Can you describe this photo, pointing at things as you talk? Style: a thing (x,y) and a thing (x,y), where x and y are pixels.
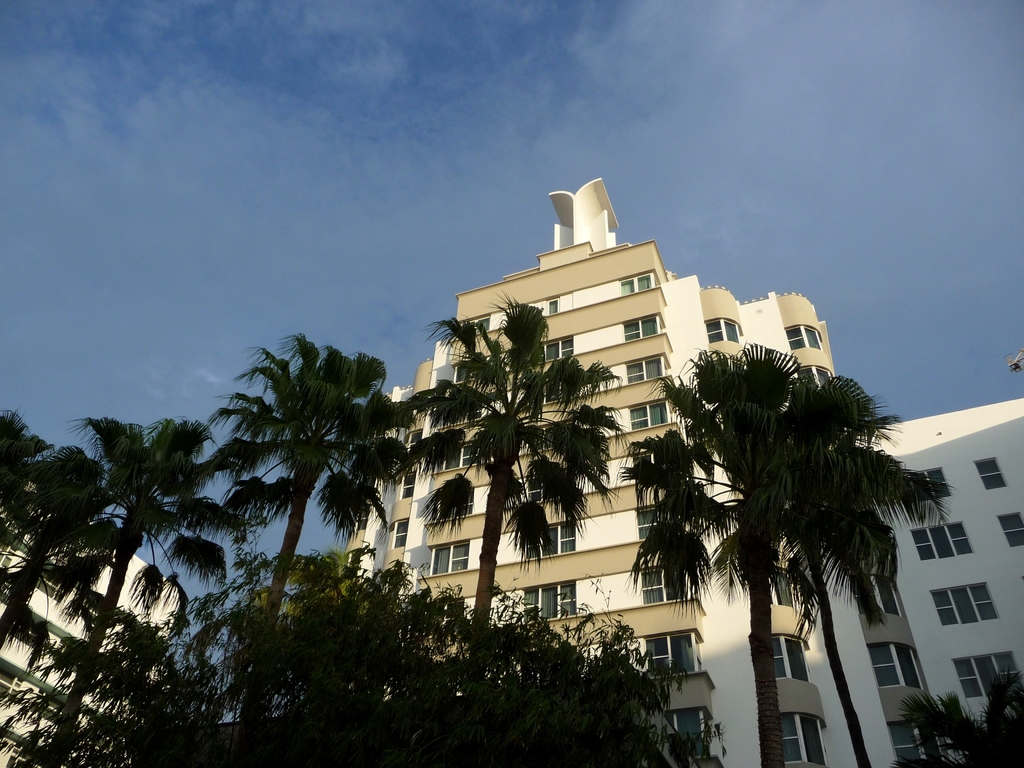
In foreground (305,566) we can see some trees (550,691) over here. On the right side (905,564) we can see one building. In middle of the image (584,263) we can see some tall trees (908,505) and building (473,309) which is in white and cream color. At the top (806,216) we can see a blue sky (364,81).
